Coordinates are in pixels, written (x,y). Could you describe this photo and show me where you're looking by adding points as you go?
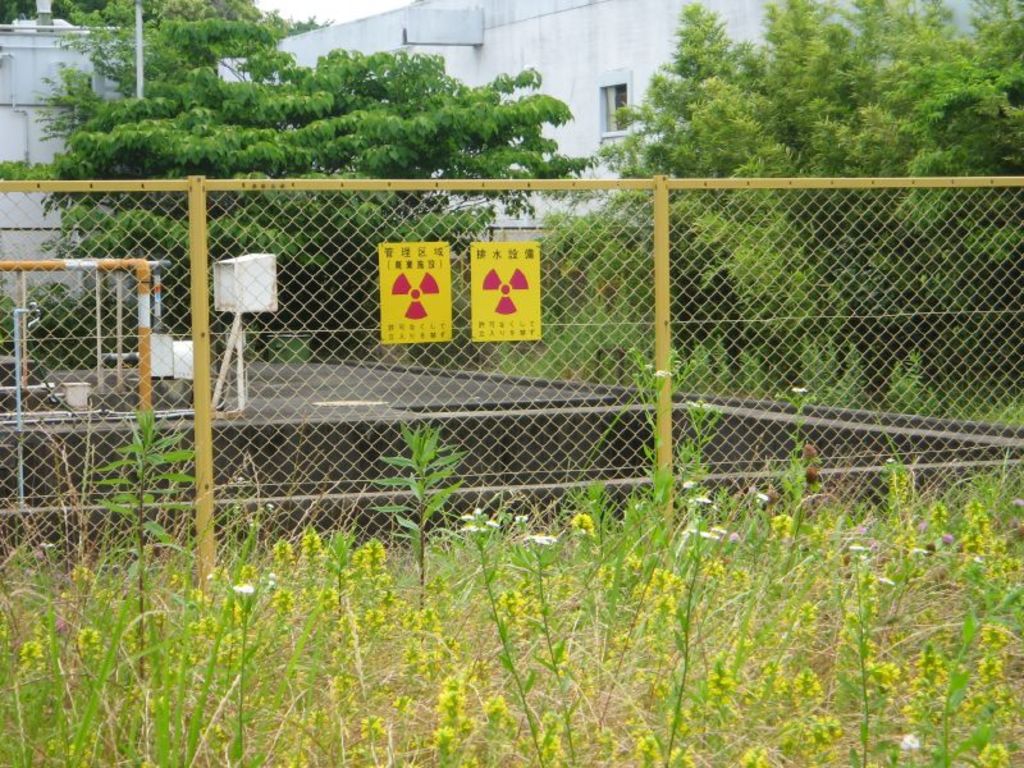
This image consists of plants (626,635). In the front (309,320), there is a fencing (199,358). In the background (624,89), there are trees (350,85) along with buildings (542,63) in white color.
